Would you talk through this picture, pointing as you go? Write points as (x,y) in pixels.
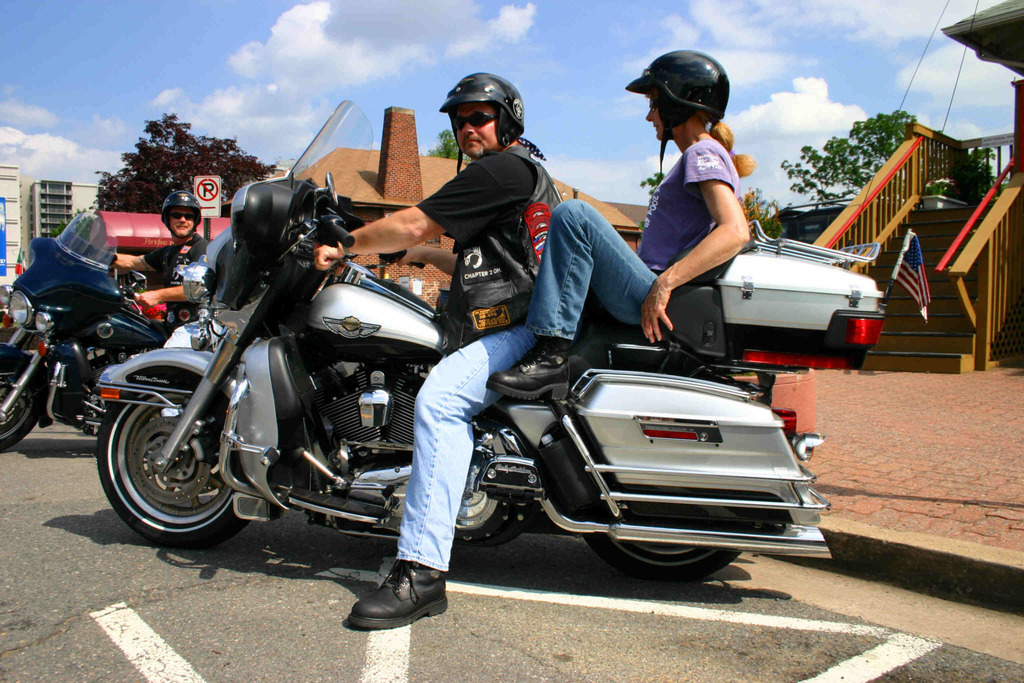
In this image I can see there are two persons (491,135) sitting on motorbike (779,319) and I can see a another person (124,253) sitting on another bike (59,282) and at the top (531,68) I can see the sky (531,68) and tree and on the right side (971,307) I can see a staircase (922,190), and in the middle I can see tree (228,184), building (393,172), signboard (215,189).
